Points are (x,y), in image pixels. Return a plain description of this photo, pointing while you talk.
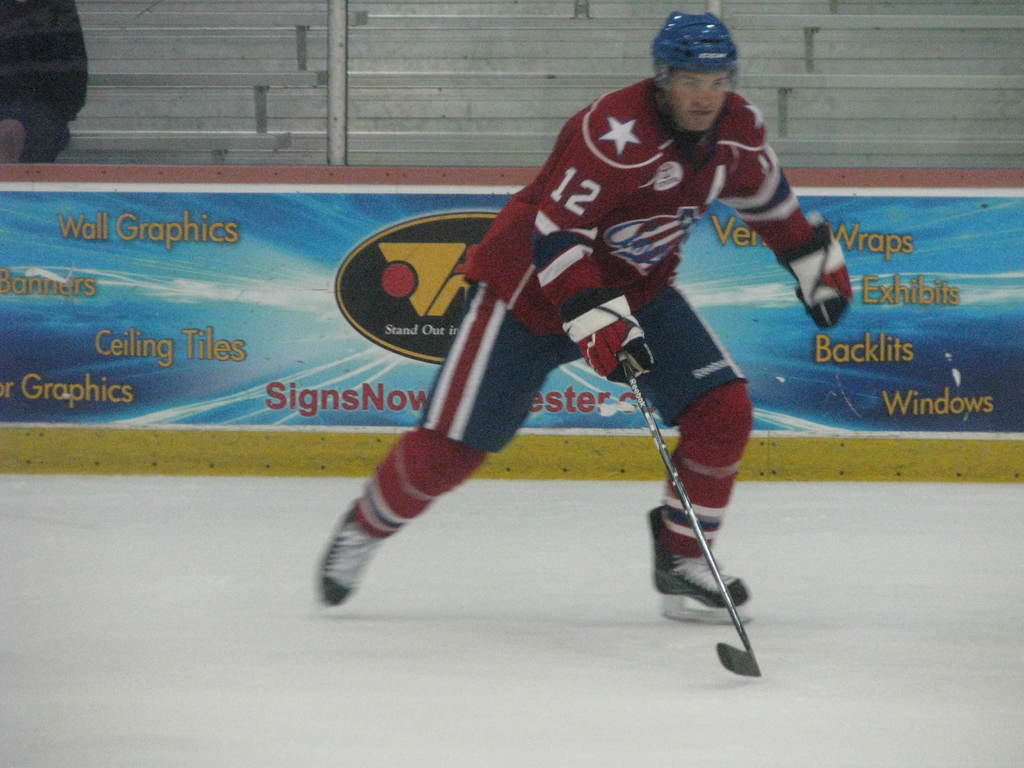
In this image I can see a person (611,283) wearing red, white and blue colored dress (604,204) is ice-skating holding a hockey stick (621,360) in his hand (627,347). In the background (545,402) I can see a blue colored board (374,319), few benches (297,39) and a person (70,103) sitting on a bench (105,107).
